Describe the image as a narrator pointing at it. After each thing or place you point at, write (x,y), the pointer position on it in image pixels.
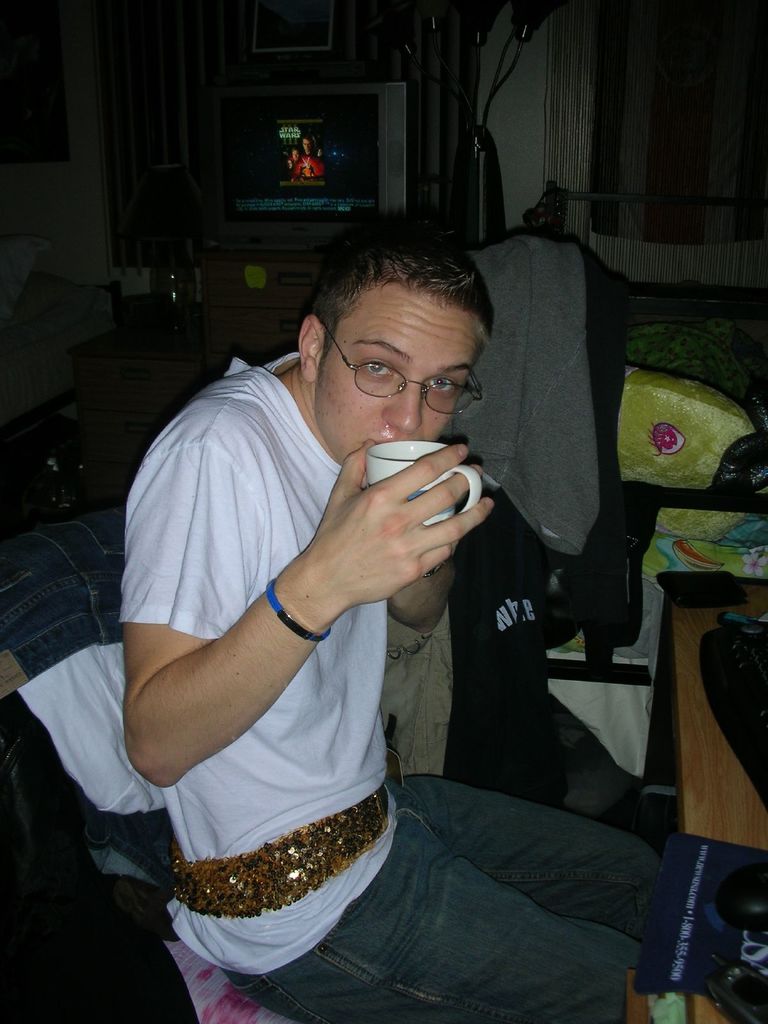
There is a man (428,625) sitting and wore spectacle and holding a cup (379,463), in front of him we can see mouse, mouse pad (674,900), keyboard (721,650) and objects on the table (749,801) and we can see clothes (68,621). In the background (273,146) we can see television (227,171) and lamp (171,334) on cupboards (295,300), beside television (387,168) we can see an object (499,5). We can see frame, curtain (119,156), pillows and wall (101,265).
